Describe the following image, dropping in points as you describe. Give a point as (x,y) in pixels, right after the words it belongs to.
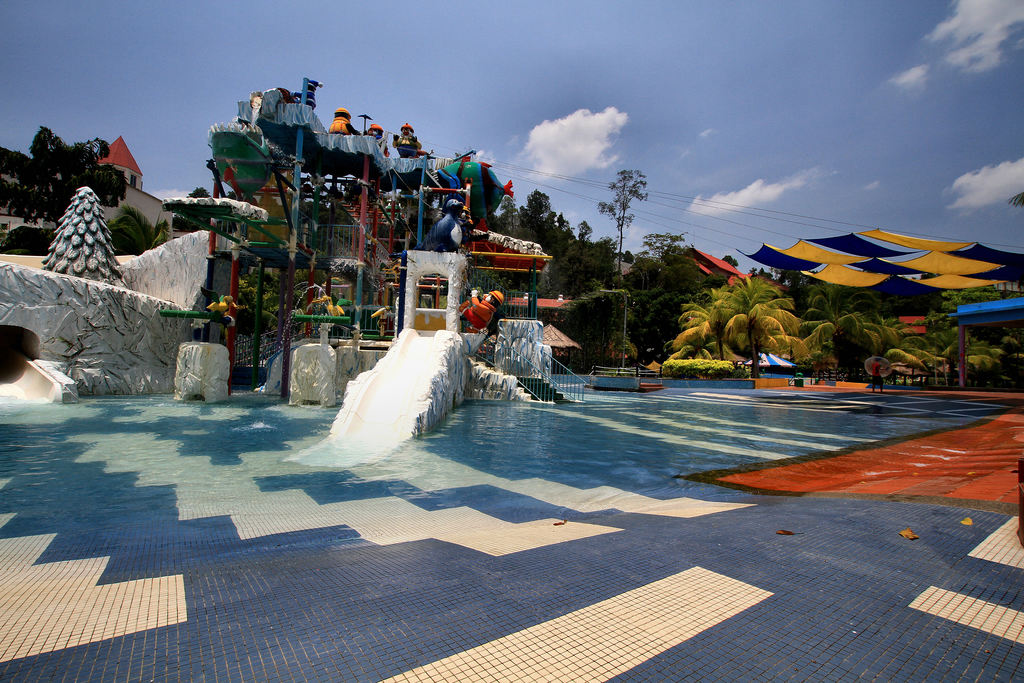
In this image I can see water (675,430), few water rides (435,317), number of trees (706,295), few wire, few buildings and on the right side (893,278) I can see few colourful things (859,261). In the background (695,136) I can see clouds (572,121) and the sky (445,104).
